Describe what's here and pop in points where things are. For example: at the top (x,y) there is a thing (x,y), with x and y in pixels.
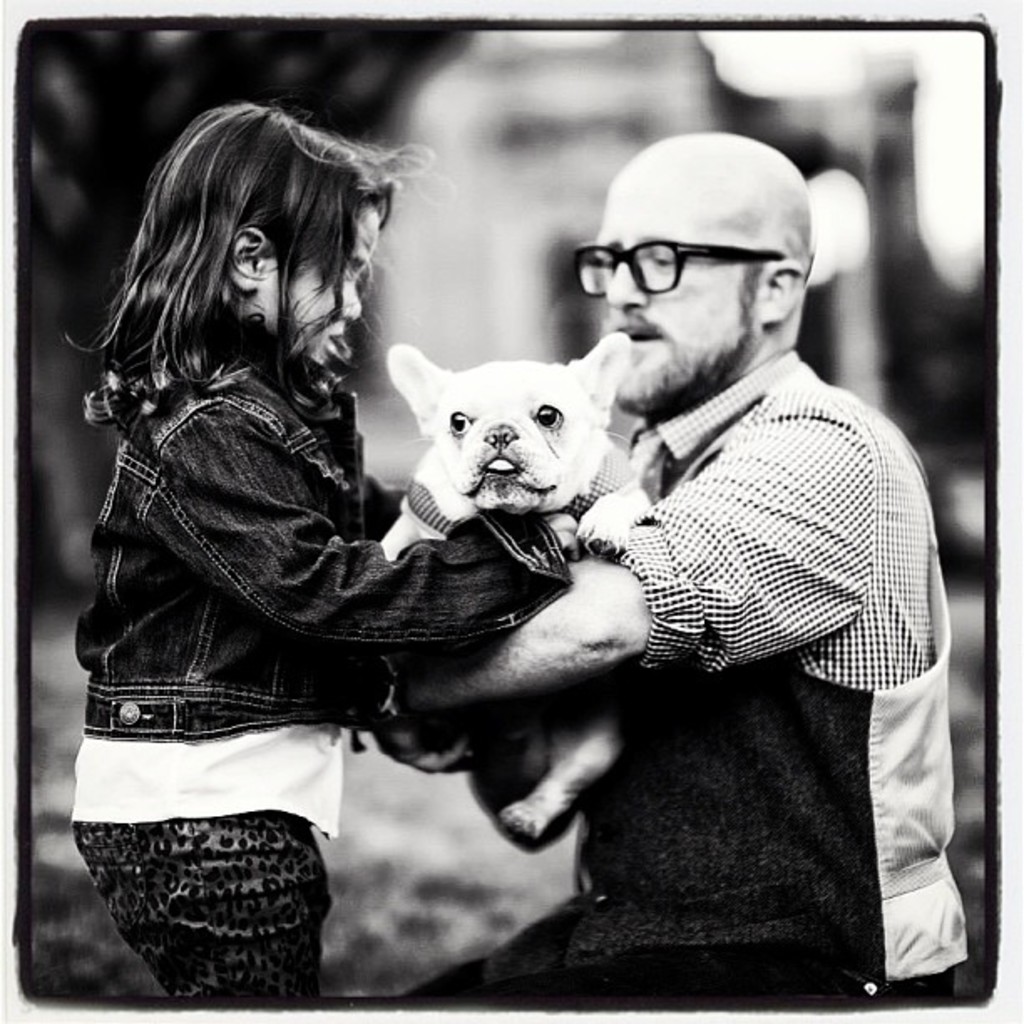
In this image we can see a person (936,747) on the right side (768,622) and he is giving a dog (620,541) to the girl (362,492) who is on the left side (294,643).
